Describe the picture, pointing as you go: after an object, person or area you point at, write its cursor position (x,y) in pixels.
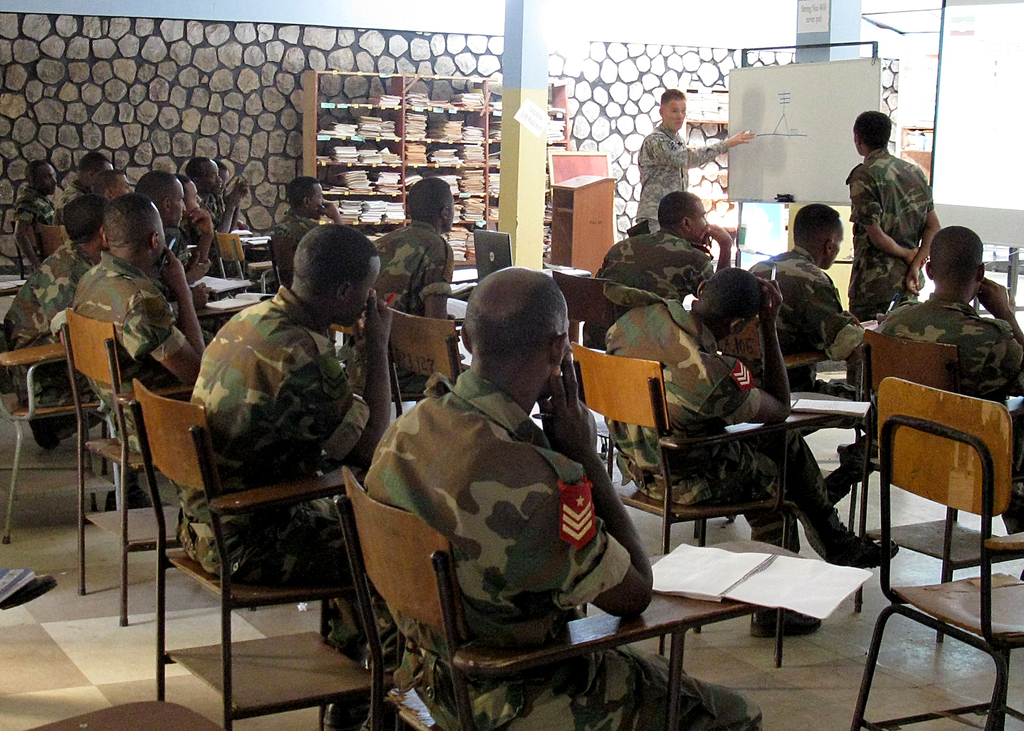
In this picture there are group of people (705,296) those who are sitting on the chair (702,441) in a row and there is a book shelf (339,173) at the center of the image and there is a person (683,98) who is standing at the right side of the image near a board (745,73) he is explaining something to the people (700,243) those who are sitting at the left side of the image (334,262), it seems to be a defence meeting.
